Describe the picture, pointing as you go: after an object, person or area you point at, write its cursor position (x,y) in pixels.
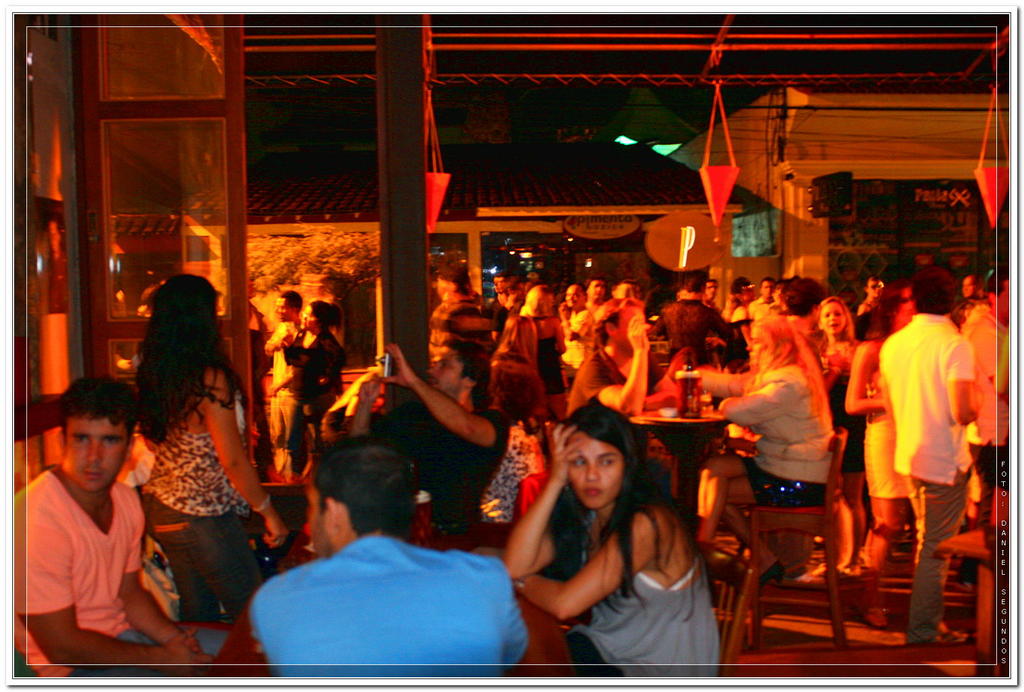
In this image we can see many people (665,377). Some are sitting on chairs (744,561). And we can see decorations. In the back (618,195) there are buildings (524,189). And there are lights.
